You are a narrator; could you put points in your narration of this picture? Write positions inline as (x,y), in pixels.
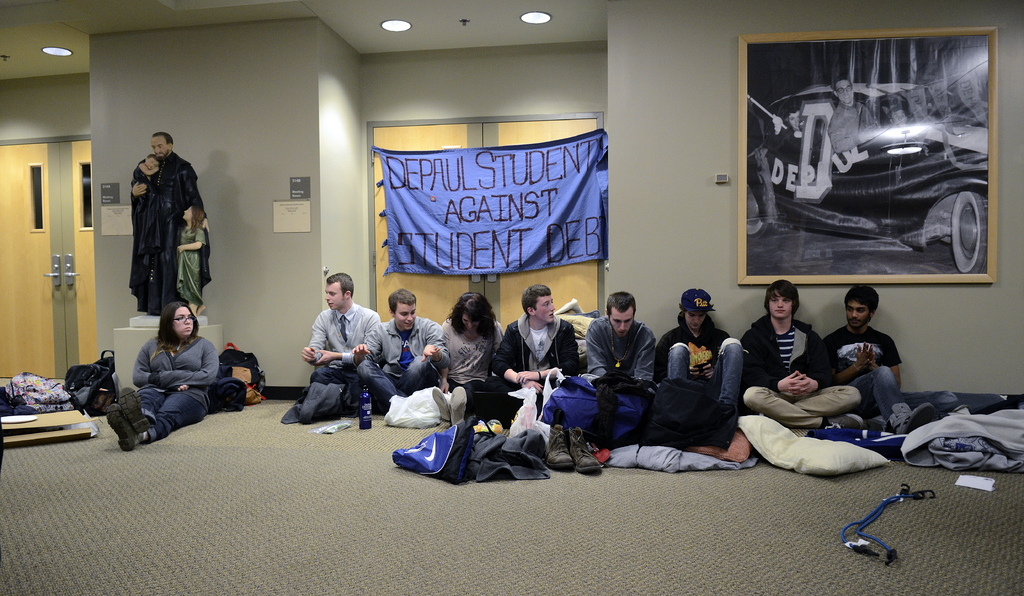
Here we can see few persons (613,318) are sitting on the floor (544,550). There are bags (242,404), bottle (372,412), plastic covers (390,417), clothes (828,438), pillows (858,464), and shoes (574,449). There is a sculpture (141,289). Here we can see doors (61,177), boards (273,209), frame (746,226), and a banner (502,245). In the background (90,109) we can see wall (477,47) and lights (46,49).
